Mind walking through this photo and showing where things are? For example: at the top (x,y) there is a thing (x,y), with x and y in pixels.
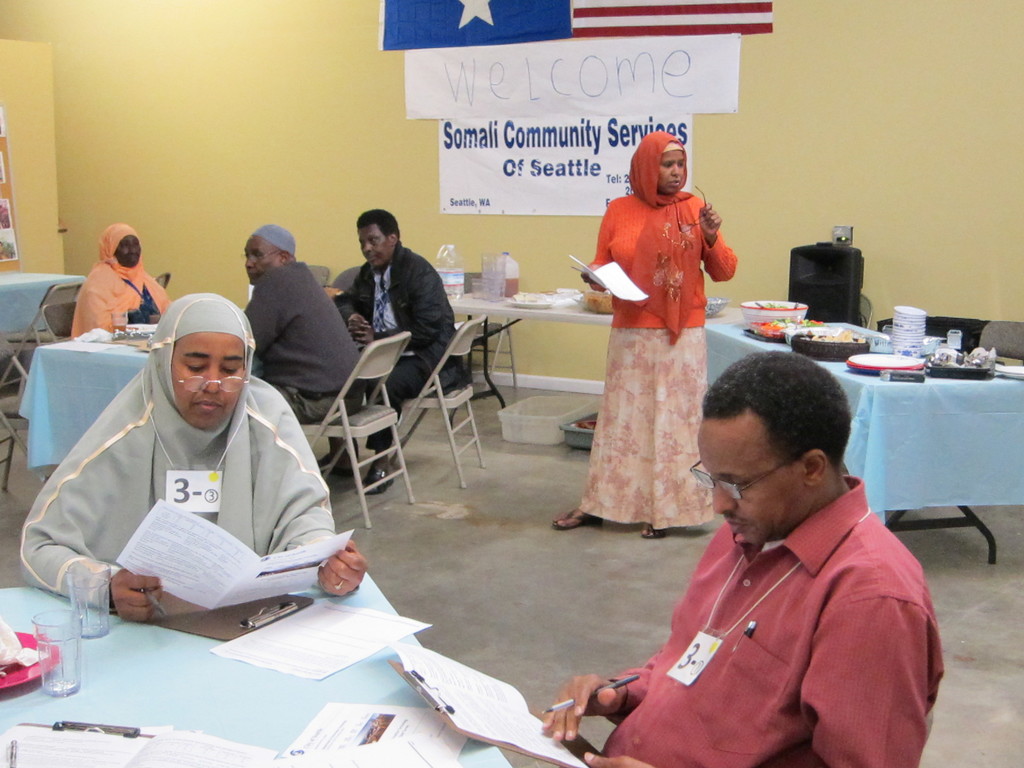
In the image in the center (654,257) we can one woman (635,278) standing and holding papers (632,288). And we can see few people (284,292) were sitting on the chair (366,445) around the table (68,380) and few people (119,416) were holding some objects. On the tables (68,627), we can see cloth (164,667), papers (463,683), glasses (100,622), plates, plank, pen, tissue paper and few other objects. In the background (553,126) there is a wall (911,42), flag (449,29), speaker (812,258), board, banners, tables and chairs (348,266). On the table (884,441), we can see clothes (1012,381), bowls (760,309), plates (871,370), baskets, cans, containers (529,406) and few other objects (454,252).
